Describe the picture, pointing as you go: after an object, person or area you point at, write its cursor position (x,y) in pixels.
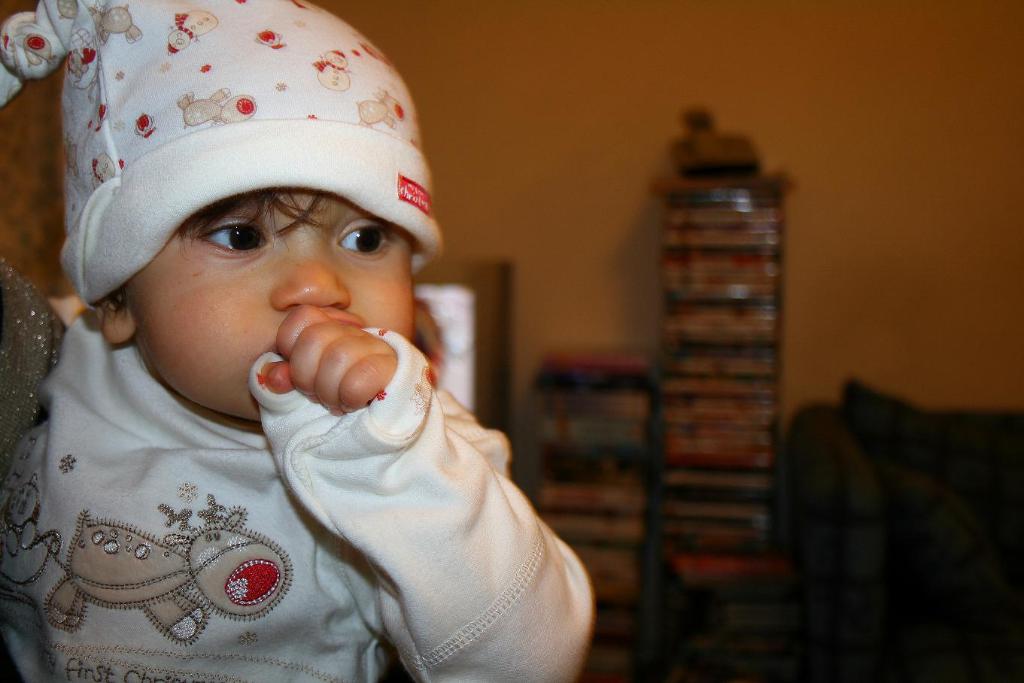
This image consists of a small kid (311,649) wearing white dress (184,545) and white cap (98,268). In the background (711,447) there are books (669,255) kept. To the right (855,520), there is a sofa (815,558).
